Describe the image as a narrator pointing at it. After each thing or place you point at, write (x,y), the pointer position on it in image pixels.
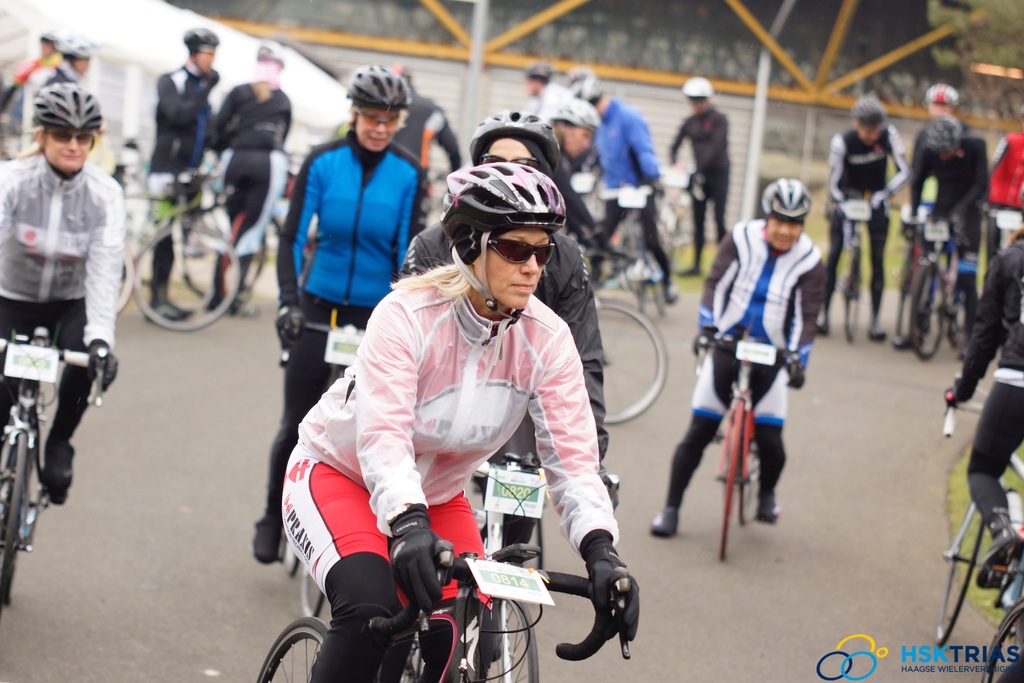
It is an open place (736,663) where so many people (424,533) are riding a bicycles (730,496) on the road (735,552). In the middle of a picture a woman (419,510) is wearing an helmet (480,228) and red pants (352,551) and gloves (430,576), behind her another person (376,259) is wearing a blue shirt (382,221) and helmet (409,99) and behind them there are people (538,132) standing with their bicycles (197,220) and the right corner of the picture (960,398) one person (771,340) is standing and in the left corner of the picture (57,238) one woman (59,213) is wearing glasses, helmet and gloves (104,382).
